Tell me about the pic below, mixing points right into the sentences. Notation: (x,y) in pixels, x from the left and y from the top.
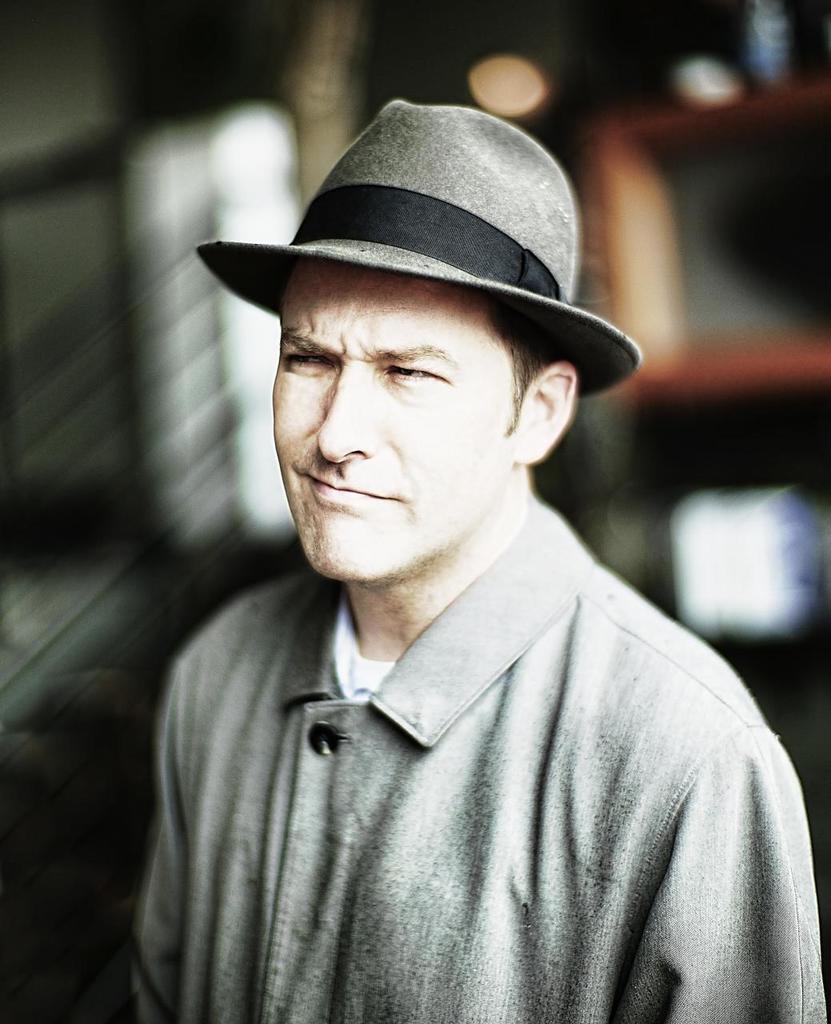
In this image we can see a person (389,604) wearing a hat (375,195). In the background (154,357) it is blur.
